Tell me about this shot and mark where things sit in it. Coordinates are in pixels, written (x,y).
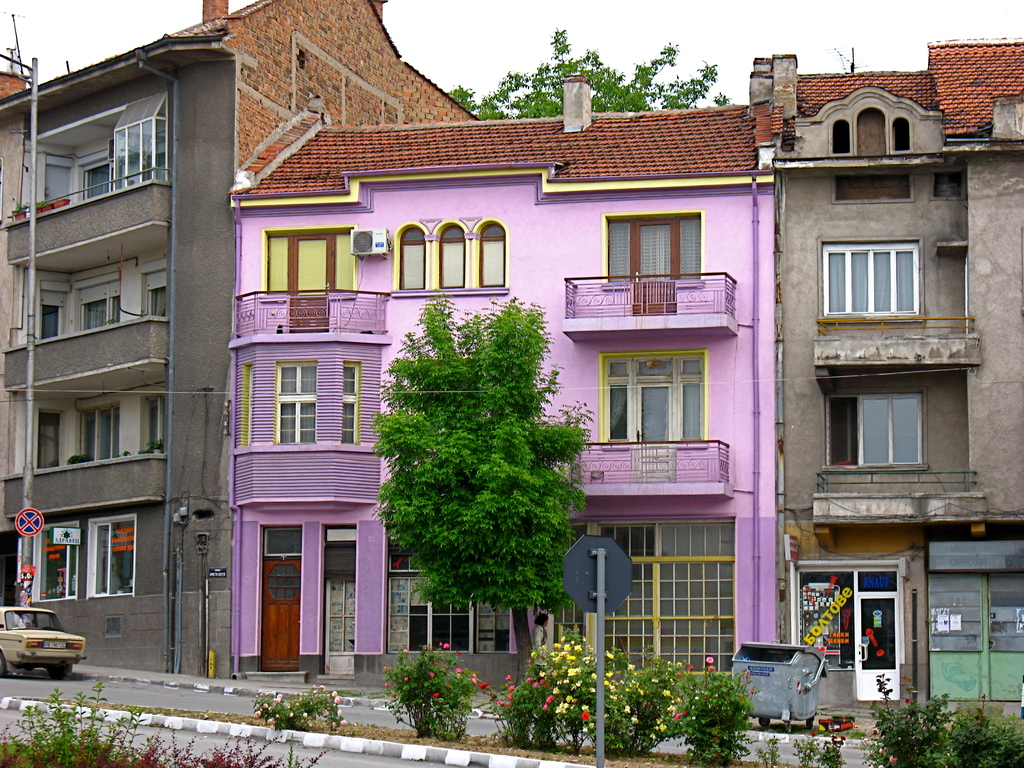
This is an outside view. At the bottom of the image (916,723) there are few plants (551,695) and a pole (602,690). On the left side (50,651) there is a car (50,662) on the road (92,689). In the middle of the image (433,348) there are buildings (498,226) and trees (451,419). At the top of the image (463,27) I can see the sky (880,4).
